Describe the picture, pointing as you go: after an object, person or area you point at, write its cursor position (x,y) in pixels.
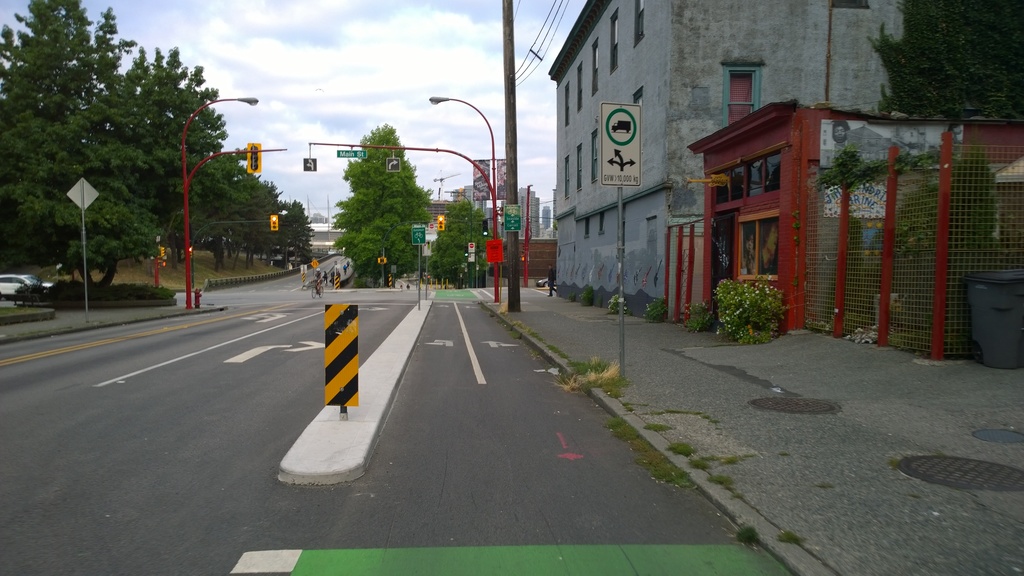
In this image, we can see vehicles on the road (525,427) and in the background (150,161), there are trees (143,149), buildings (719,154), sheds (915,260), poles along with wires (519,76), name boards (491,261), sign boards (491,261) and there are traffic lights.
